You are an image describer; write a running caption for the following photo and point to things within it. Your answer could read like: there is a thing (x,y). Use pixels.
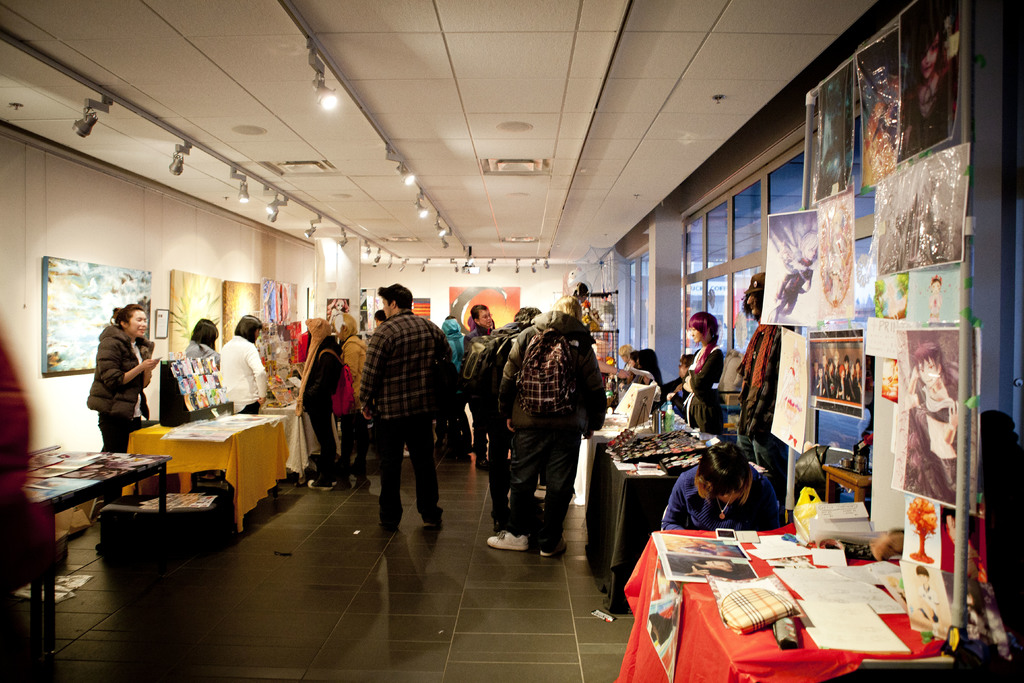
There are some people (325,354) standing in this room (539,379). Some of them were standing in front of a tables (208,456). There are some photographs (793,364) attached to the windows (710,307) here. In the background (451,286) there is a wall (458,273) and some lights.
